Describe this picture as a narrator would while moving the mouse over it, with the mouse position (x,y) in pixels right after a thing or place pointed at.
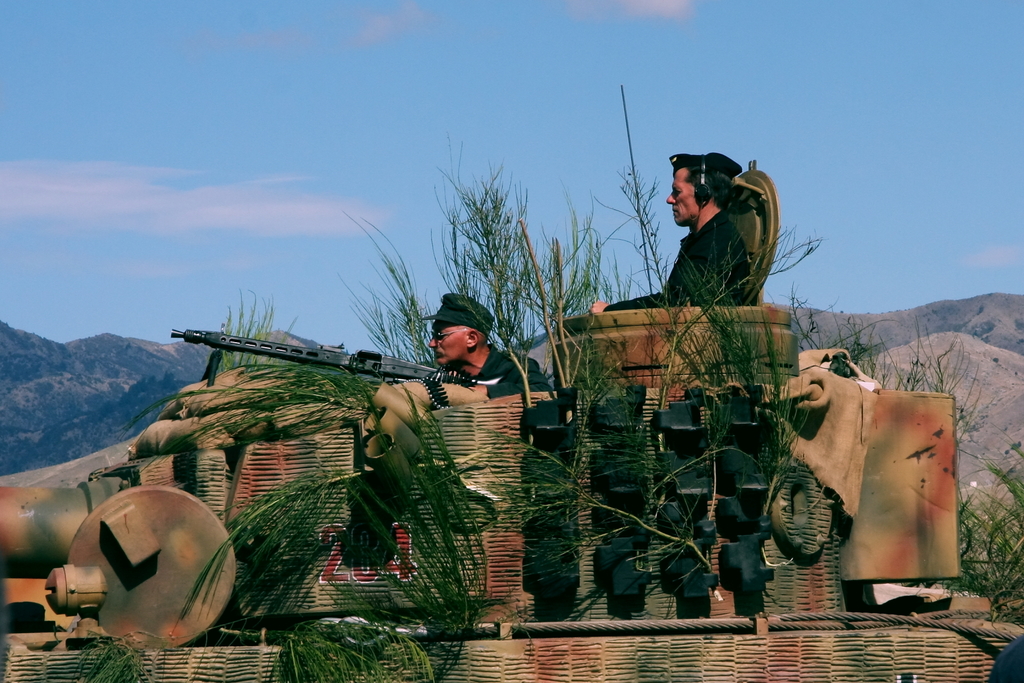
In this image we can see people (475,361) standing in the vehicle (511,637). The man (446,362) standing in the center (441,366) is holding a rifle (332,349) and there are plants (348,644). In the background (167,334) there are hills (106,354) and sky (426,114).
